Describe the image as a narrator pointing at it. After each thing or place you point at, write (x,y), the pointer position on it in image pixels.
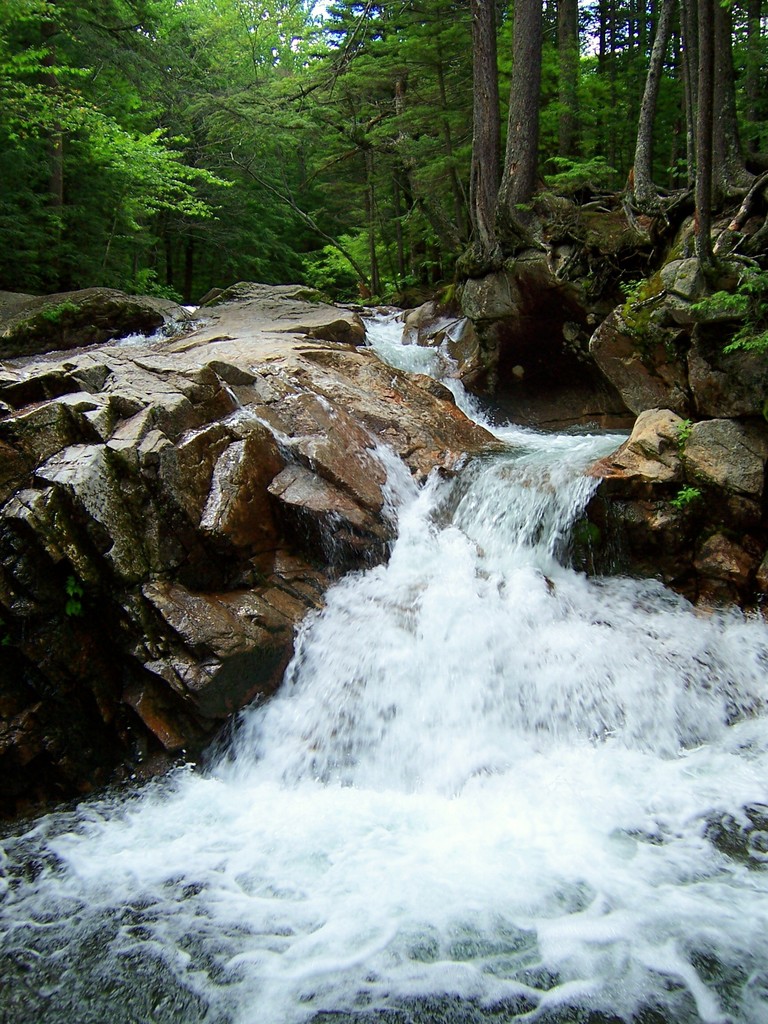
In this image, we can see the waterfall (428,740). We can see some stones (415,427) and trees (463,46). We can also see the sky (319,1).
